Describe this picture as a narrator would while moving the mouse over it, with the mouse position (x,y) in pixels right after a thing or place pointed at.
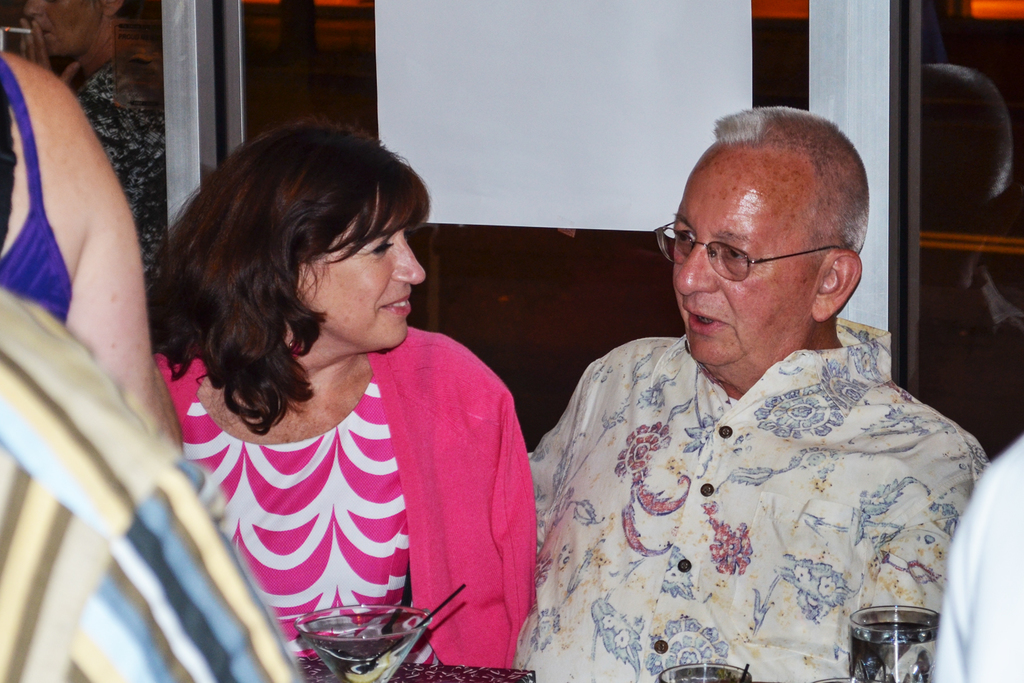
In this picture we can see a group of people (376,506) and some people (322,549) are sitting. In front of the people (543,539) there are glass (355,612) and behind the people (494,527) it is looking like a glass wall (944,156).
